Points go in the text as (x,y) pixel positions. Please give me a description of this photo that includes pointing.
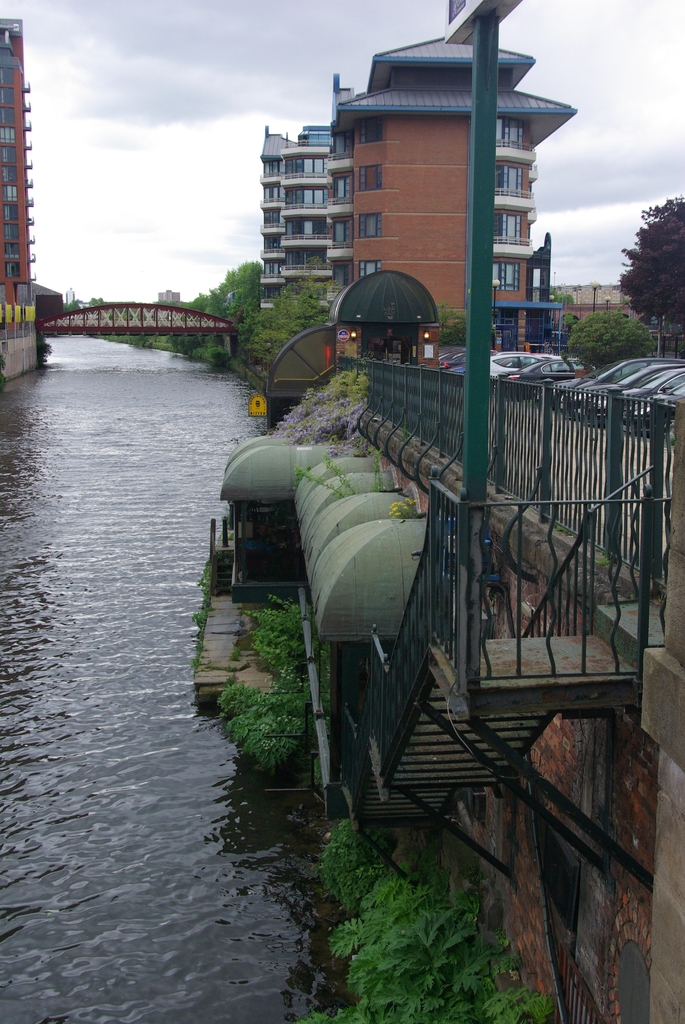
This picture consists of the water (127,541) and there is a bridge (168,326), fence (614,488), cars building (419,201), pole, vehicles (629,386), staircase (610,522) visible on the right side (479,475), at the top (184,131) there is the sky (290,137) visible.
